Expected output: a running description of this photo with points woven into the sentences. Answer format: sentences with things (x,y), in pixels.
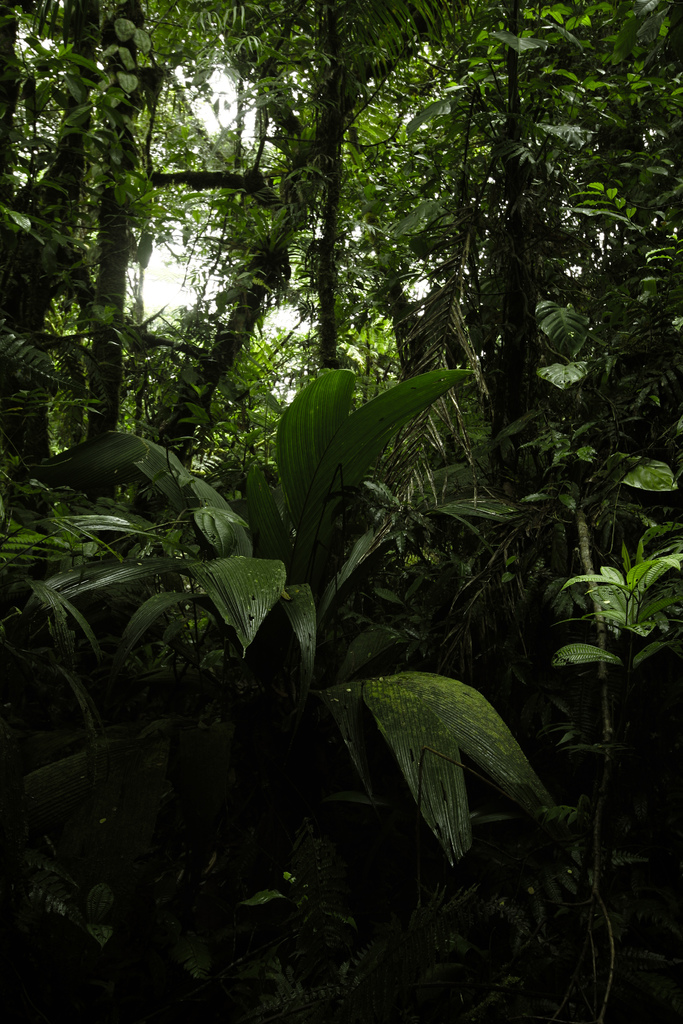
In this image we can see group of plants (499,660), trees (245,295) and sky (178,281).
